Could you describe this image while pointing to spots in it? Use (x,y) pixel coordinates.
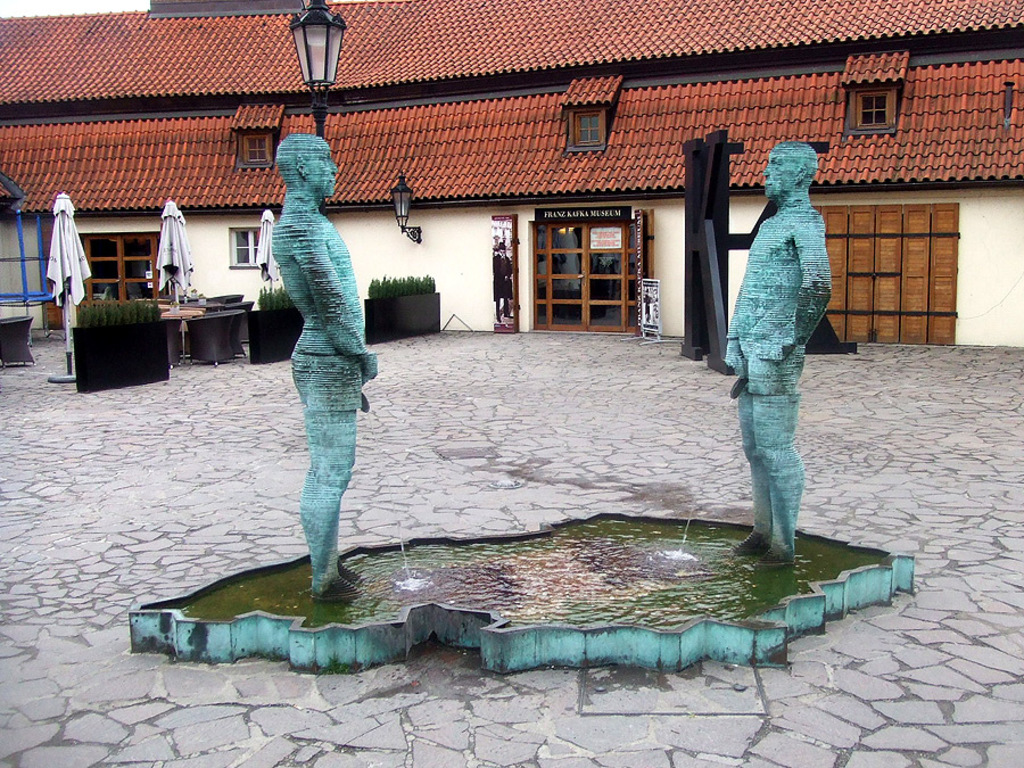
In this image there are statues (825,306). At the back side (655,175) there is a building (554,126). In front of the building (454,295) there are flower pots (399,316), chairs (248,309) and lights (406,193).
